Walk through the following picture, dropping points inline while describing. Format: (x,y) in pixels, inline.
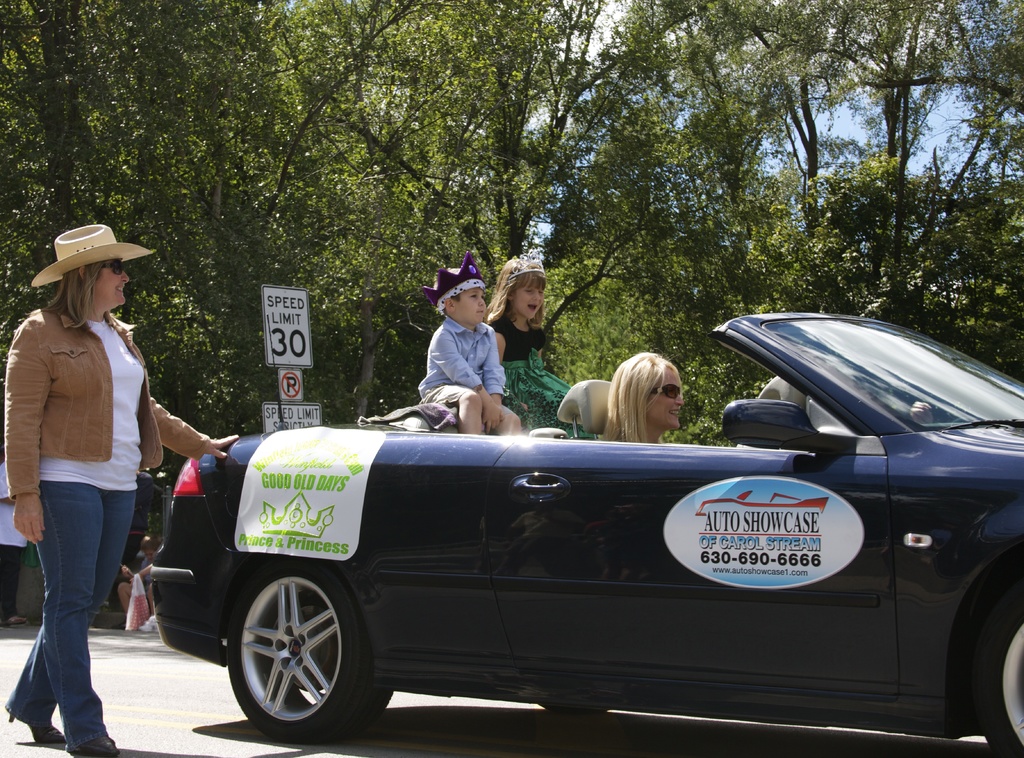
In this picture there is a lady (641,438) who is driving the car (216,508) and the two children (555,415) sitting back side of her an advertisement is mentioned on the car (763,459) that is auto show case and there are some trees (351,380) around the road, the lady (622,437) who is driving the car (576,390) she is wearing sun glasses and the other lady (59,326) who is standing on the road (8,643) is touching the car (650,487) from her left side.
